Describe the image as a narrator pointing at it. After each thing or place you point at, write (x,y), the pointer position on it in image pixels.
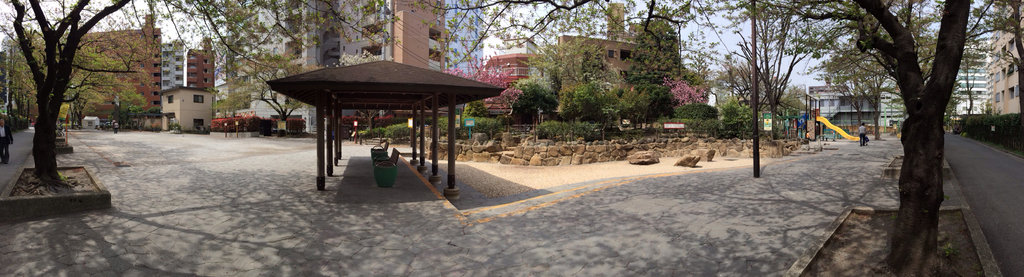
In the center of the image (436,111) we can see a shed (440,99) with some poles (320,127), some chairs (386,165) placed on the ground (413,179) and some flowers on trees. On the right side of the image (684,164) we can see some rocks (684,164), poles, a slide (826,122), sign board (766,123) with some text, a group of plants (447,121) and a person (860,145) is holding a baby carrier (866,136). On the left side of the image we can see some people (0,146) are standing. In the background (1012,52), we can see buildings (503,55) with windows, a group of trees (510,86) and the sky (718,47).
